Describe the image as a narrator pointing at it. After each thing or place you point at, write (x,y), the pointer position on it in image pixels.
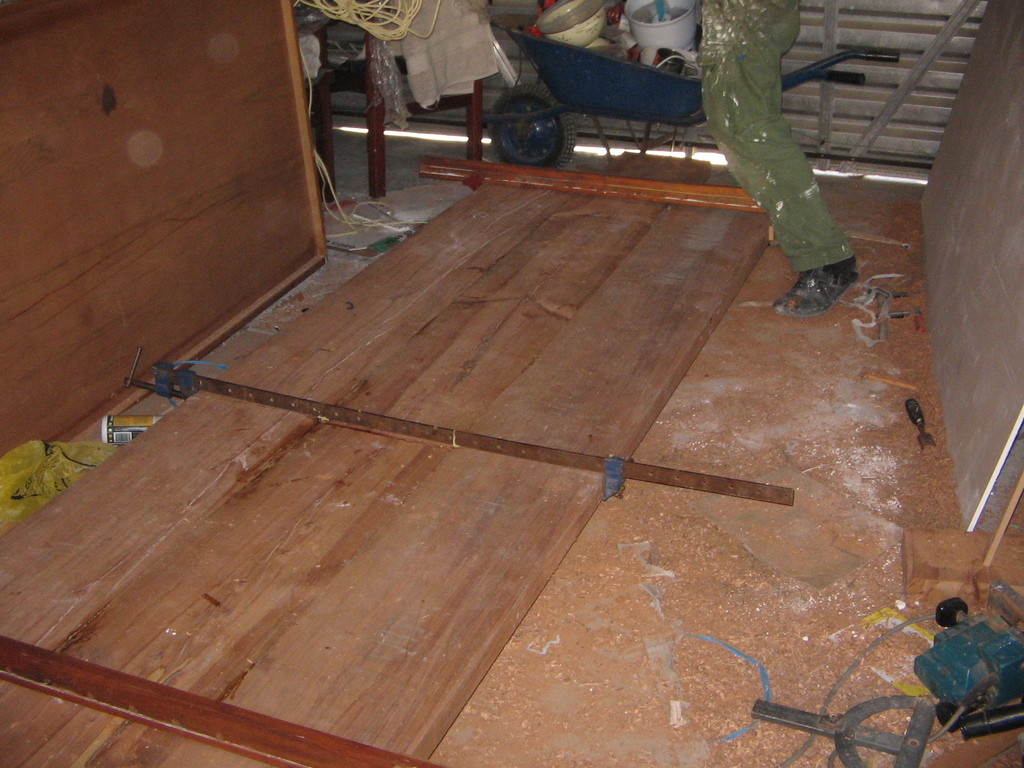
In this picture I can see the person's leg (735,84) who is wearing trouser (793,266) and shoe (816,300). He is standing near to wooden door (504,281) which is kept on the floor (670,532). Beside that I can see some wooden sheets (993,263). At the top (578,17) I can see the buckets (668,12), rice cooker (590,21) and other objects (622,15) on the trolley (617,104). Beside that I can see the shelter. On the top left corner (233,63) I can see the wooden sheet (238,91), beside that there is a chair (371,94). On the left (18,469) I can see the bottle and cloth (18,469).
